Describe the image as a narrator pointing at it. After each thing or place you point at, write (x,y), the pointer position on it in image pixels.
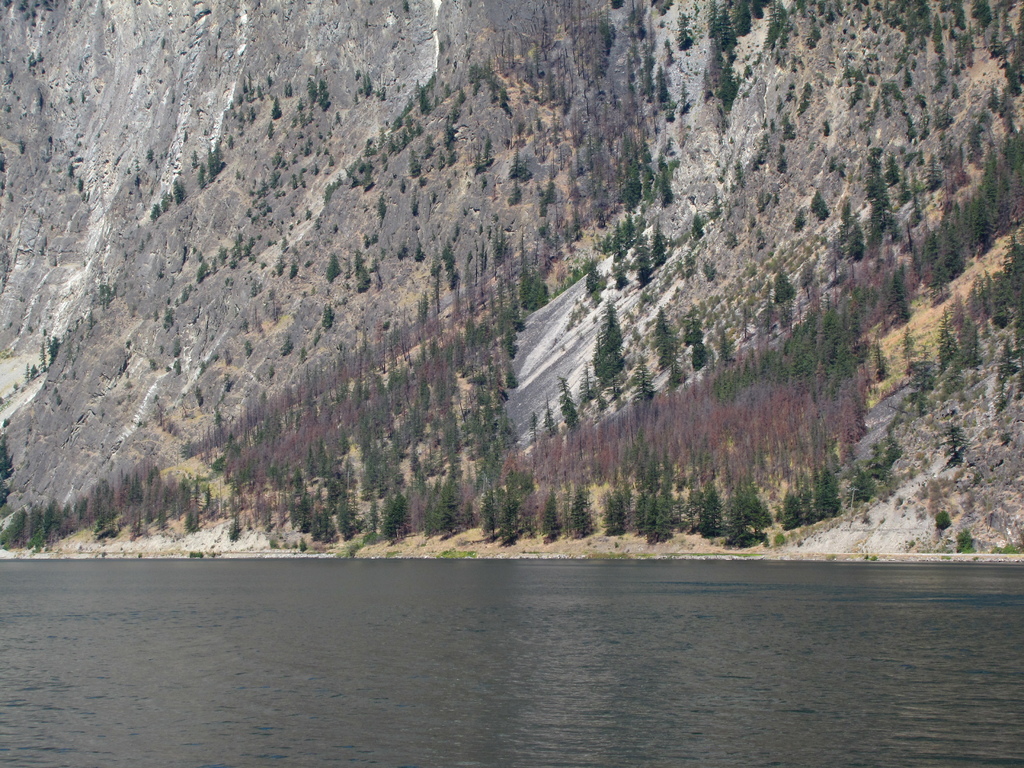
In this picture I can see the water (407,603). I can see the hill (659,293). I can see trees (623,269).
